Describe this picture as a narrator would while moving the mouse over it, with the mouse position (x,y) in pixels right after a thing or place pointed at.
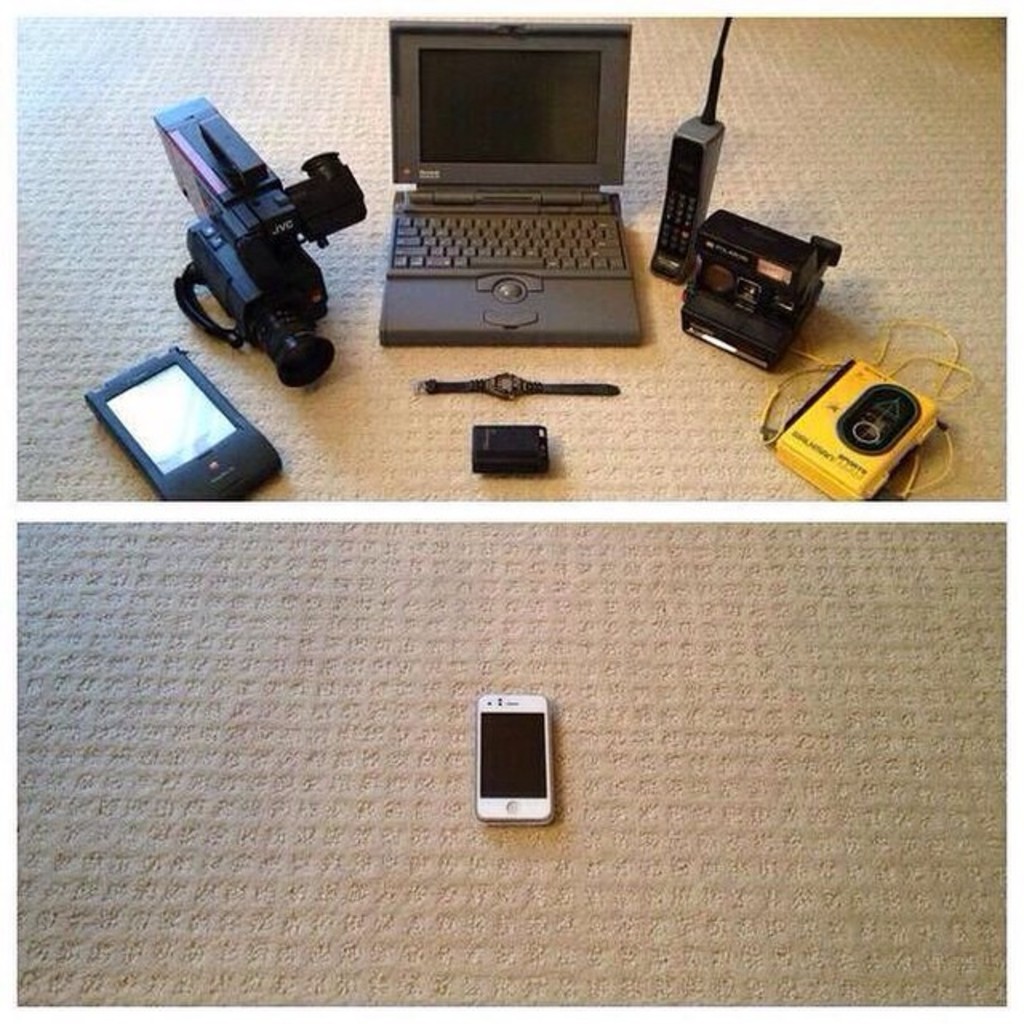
In this image I can see two collage photos where on the top side (448,154) I can see a camera (319,271), a laptop (466,230), a phone (661,275), a watch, another camera (799,332) and few other gadgets (206,402). I can also see a cell phone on the bottom side (527,698).
